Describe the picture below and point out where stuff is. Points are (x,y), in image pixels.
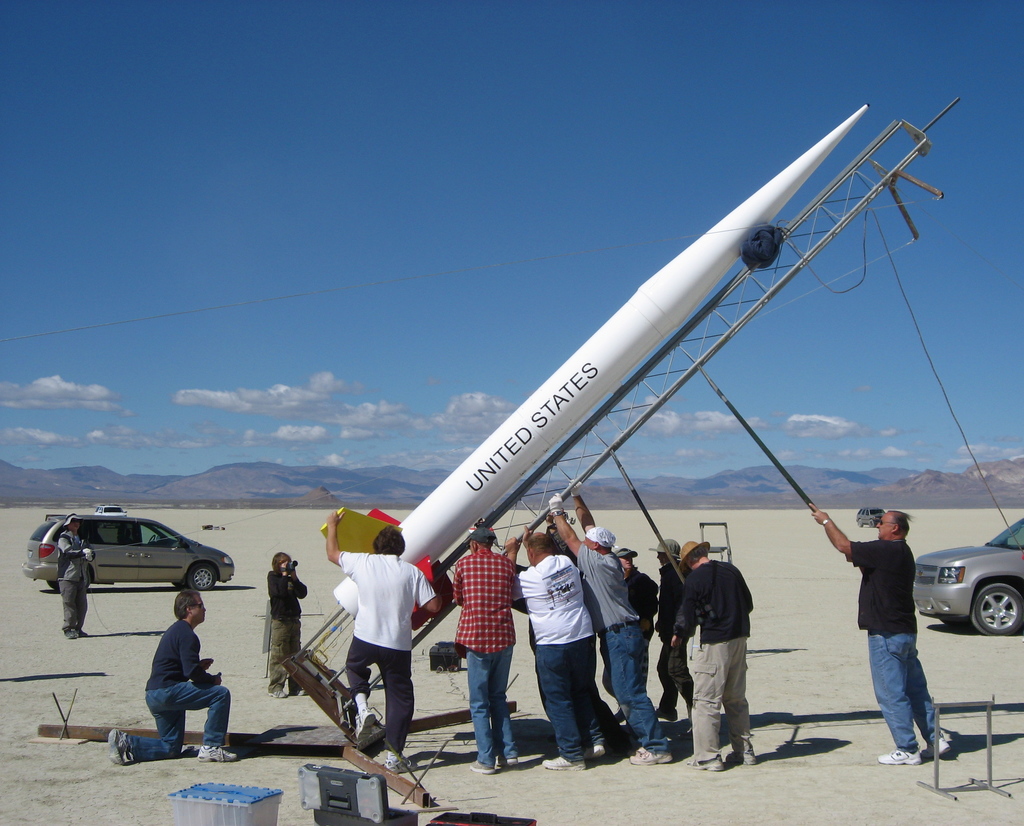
In this image we can see few people (461,638) on the ground (789,768), some of them are holding a metal object (630,435) and a person (411,582) is holding rocket (680,298), a person (291,580) is holding a camera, there are boxes (320,798), few metal rods (935,751) and vehicles (173,554) and in the background (66,490) there are mountains (907,497) and the sky (388,393) with clouds (381,411).
